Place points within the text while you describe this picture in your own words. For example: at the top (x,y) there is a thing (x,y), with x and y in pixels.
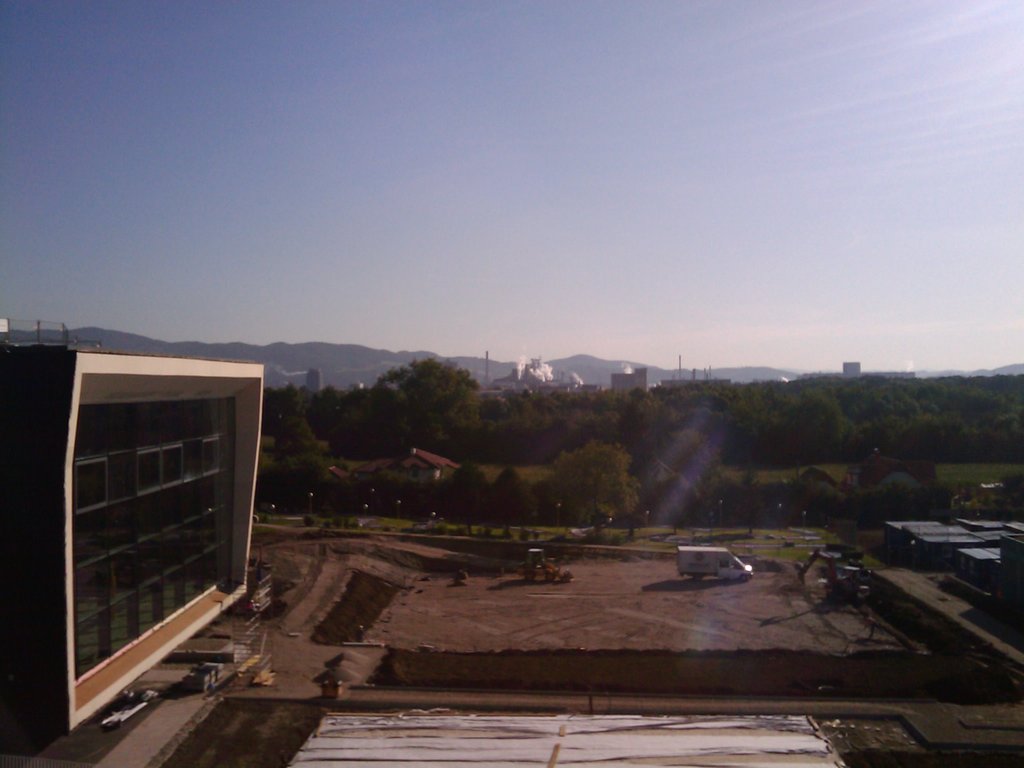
In this image we can see building (109,360), trees (469,378), mountains (223,353), vehicles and in the background (388,173) we can see the sky (466,208).
